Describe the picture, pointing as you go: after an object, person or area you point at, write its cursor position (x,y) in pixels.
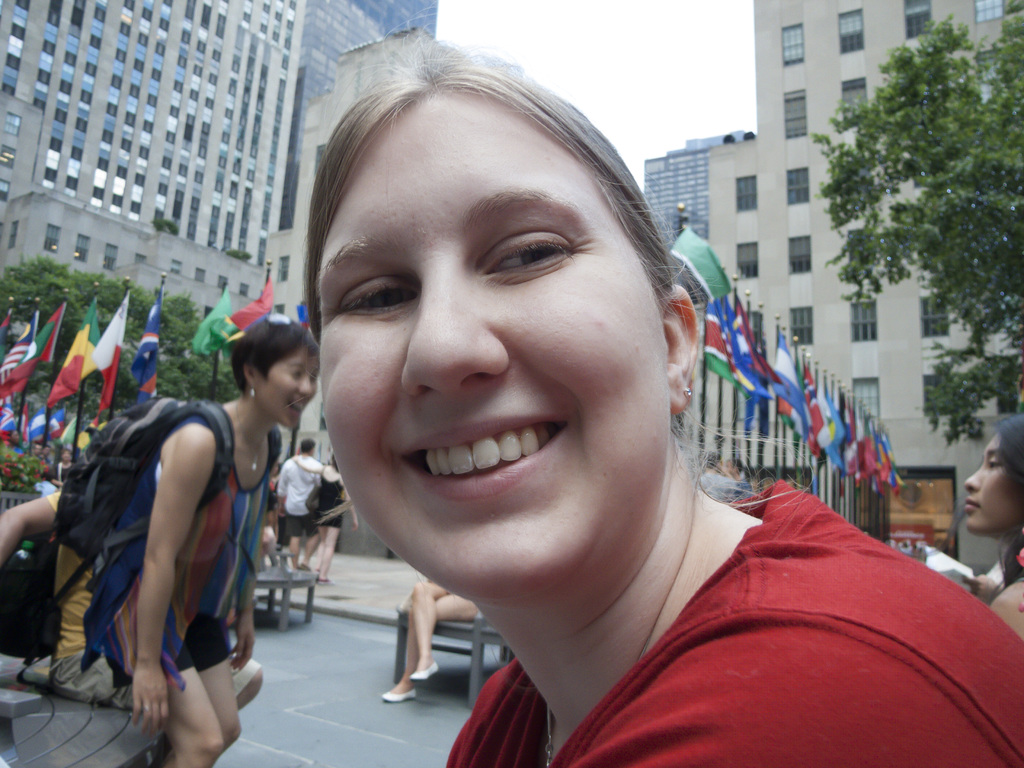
In this picture I can observe two women (467,469). Both of them are smiling. One of them is wearing red color T shirt (693,662). In the background (314,546) there are some people (325,534). I can observe number of flags (60,326) in the middle of the picture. On the right side (892,192) there are trees (937,266). In the background (810,186) I can observe buildings (365,75) and sky (554,62).
